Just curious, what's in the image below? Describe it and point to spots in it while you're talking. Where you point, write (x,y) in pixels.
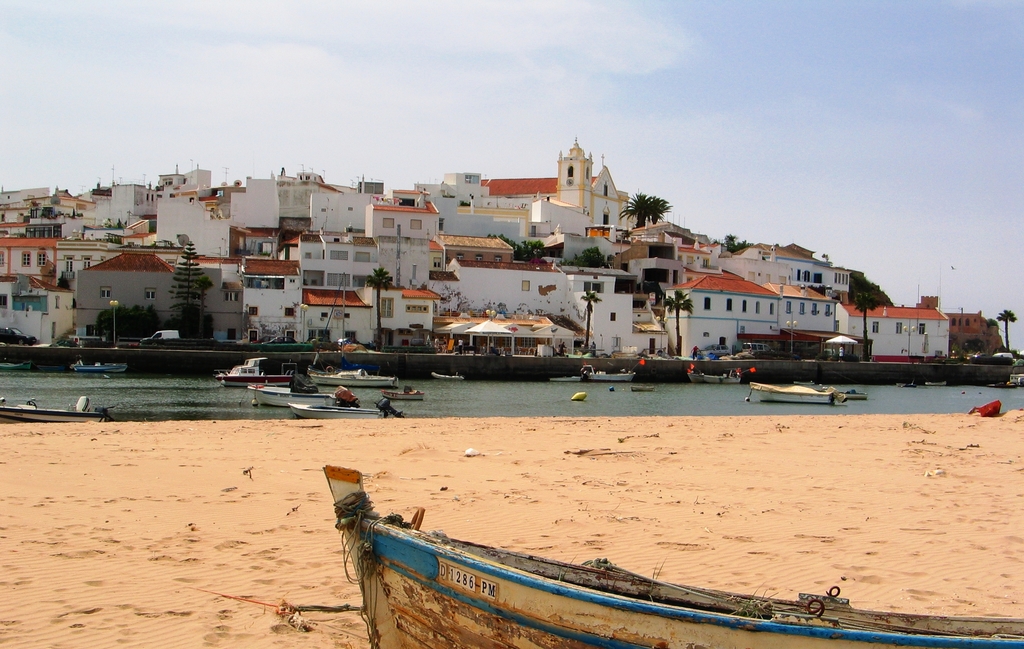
In this image, we can see the water (502,386) and on the water (166,376) we can see few boats (380,380). Behind the water (716,391) we can see a group of trees (149,309), buildings (149,295) and vehicles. At the top (379,102) we can see the sky (329,101). In front of the water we can see the sand (714,553) and a boat (563,590).
